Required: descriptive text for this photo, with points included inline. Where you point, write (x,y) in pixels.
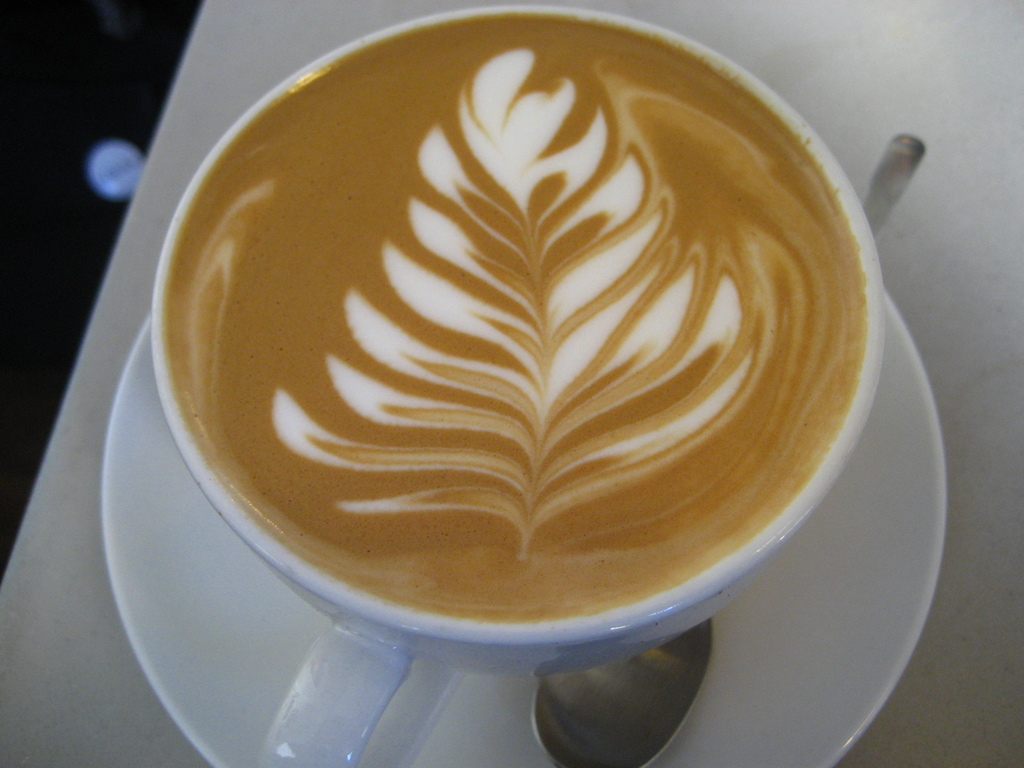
In the center of the image (368,291), we can see a cup (553,625) containing coffee (444,489) and at the bottom (659,693), there is a saucer (733,703) and a spoon (701,648), which are placed on the table (110,751).
